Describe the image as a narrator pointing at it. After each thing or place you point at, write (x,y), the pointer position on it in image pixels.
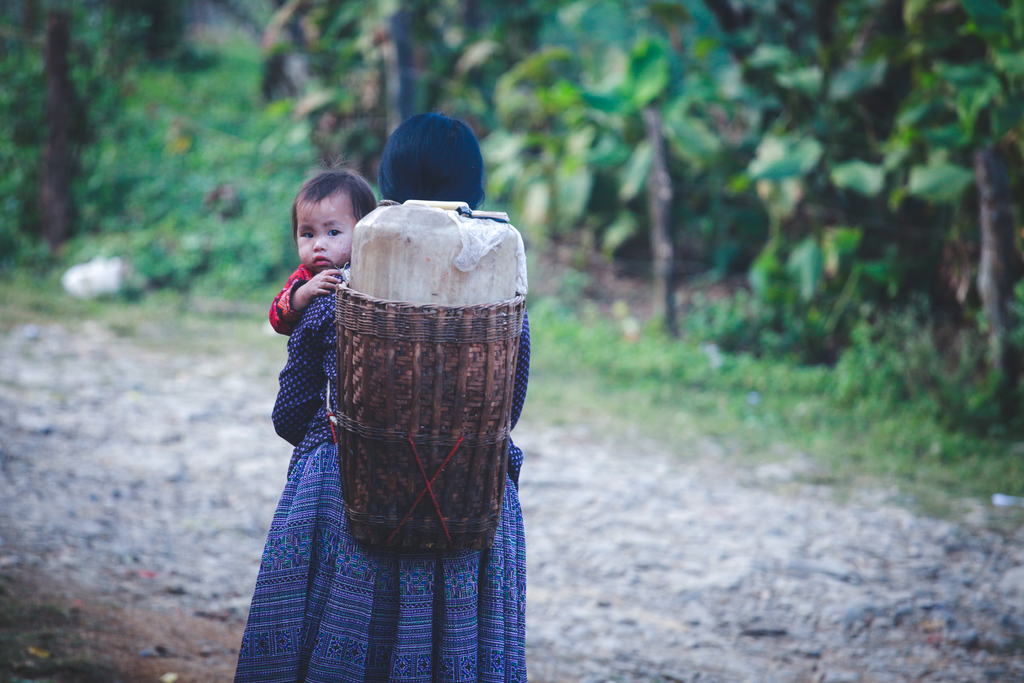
In this image we can see a woman (500,519) carrying a child (306,207) wearing a basket (402,357) on her back (479,426). On the backside (664,380) we can see some grass (729,379) and the trees (625,186).
